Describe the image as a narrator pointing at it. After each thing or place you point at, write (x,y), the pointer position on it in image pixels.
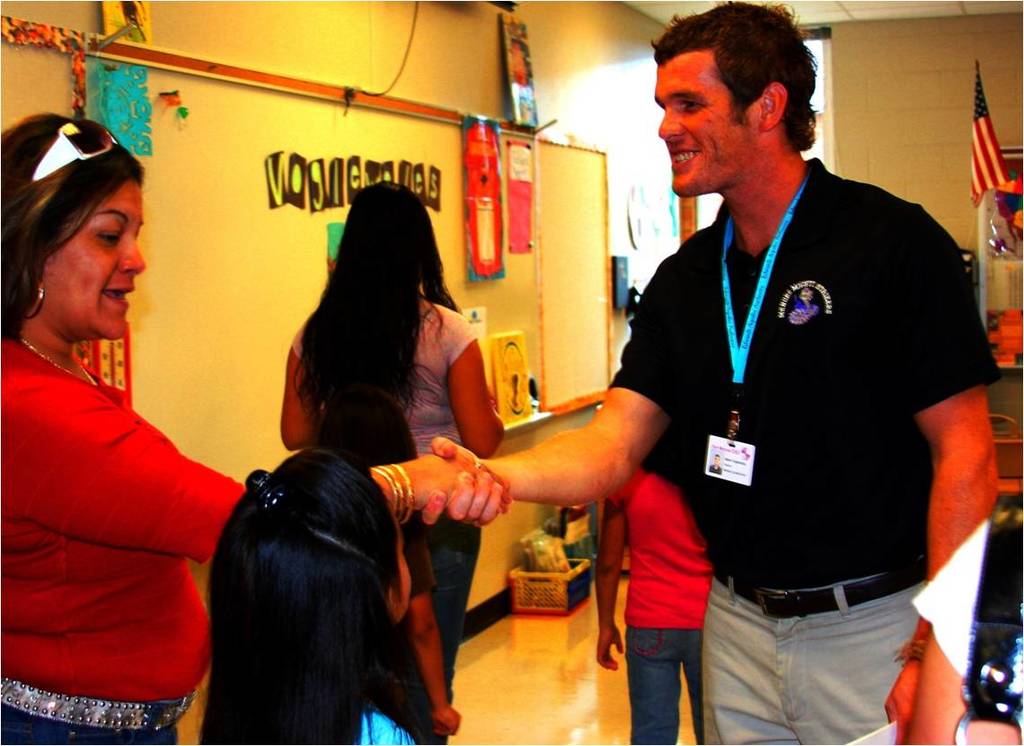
In this image in the foreground (98,487) there are two persons (798,438) standing and smiling, and they are shaking hands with each other. And there is one girl (376,616) standing and in the background (452,421) there are two persons (486,438) walking, on the left side (214,235) there is a wall (626,74) and on the wall (181,302) there are some posters (491,194) and photo frames (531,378). On the right side (1006,325) there is a flag (980,174), wall (952,180) and some other objects (1008,223). At the bottom (526,678) there is a floor (549,663), on the floor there is a basket (577,570) and bags (541,555) and in the background (659,246) there are some objects (624,299).
